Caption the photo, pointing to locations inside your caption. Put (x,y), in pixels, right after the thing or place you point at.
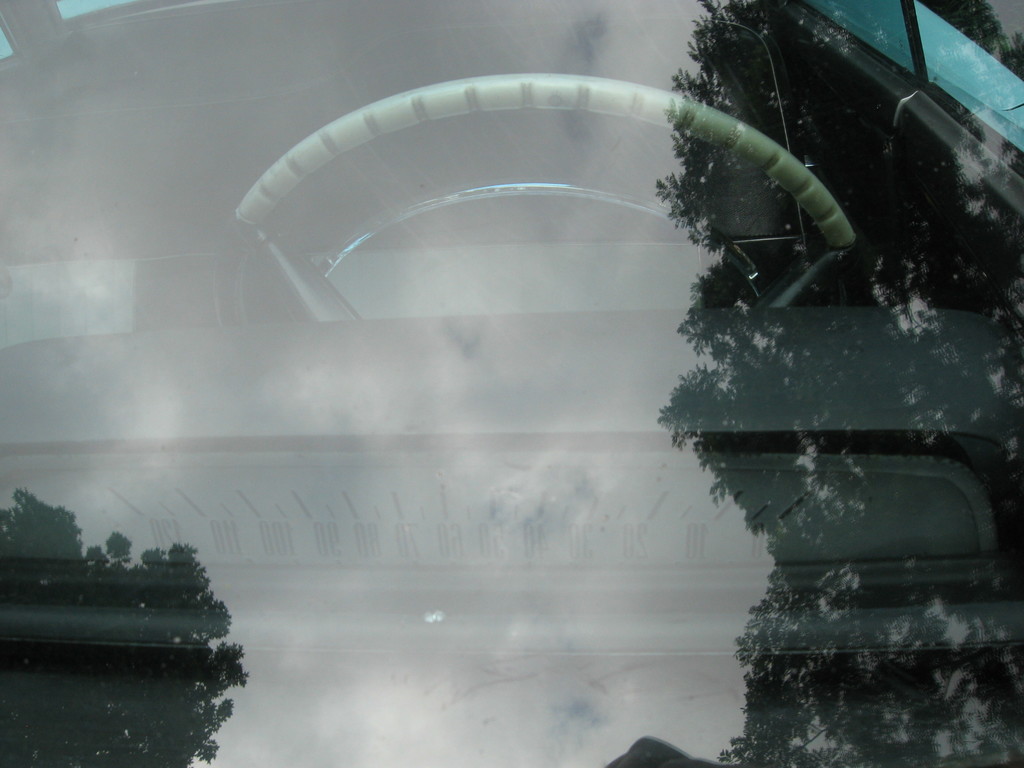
In the foreground of this image (609,406), there is a wind shield (440,314) of a car (399,279) where we can see a steering (563,103) inside it and reflection (917,617) of a tree (195,592) and the sky (154,388) on the glass (110,406).
